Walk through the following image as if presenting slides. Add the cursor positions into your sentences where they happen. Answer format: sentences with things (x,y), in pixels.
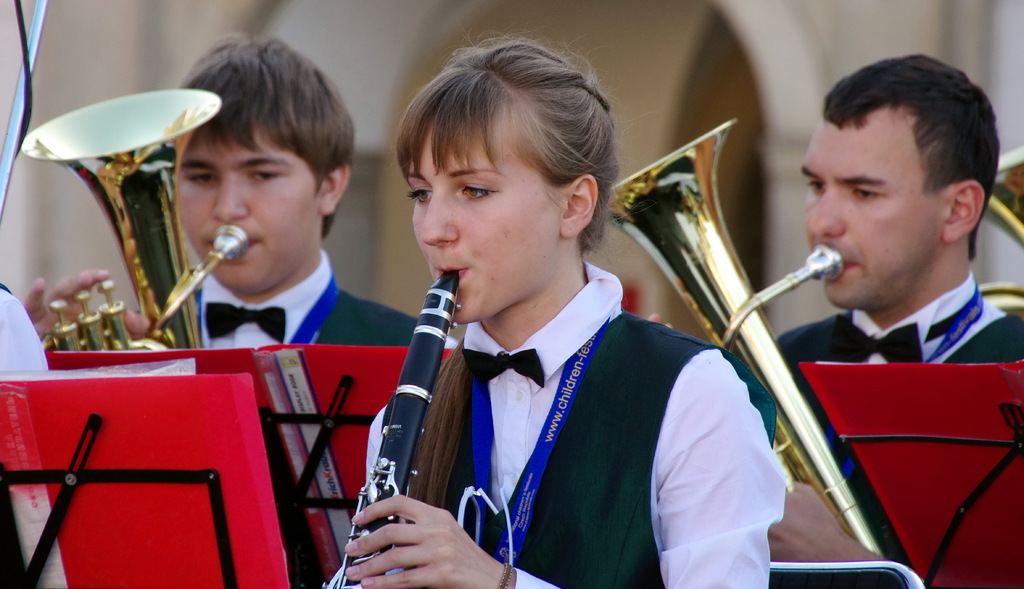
Here I can see a woman (463,232) and two men (865,302) are playing some musical instruments (122,238). In front of these people (589,461) there are metal stands (229,577). In the background (498,24) there is a wall (460,26).
